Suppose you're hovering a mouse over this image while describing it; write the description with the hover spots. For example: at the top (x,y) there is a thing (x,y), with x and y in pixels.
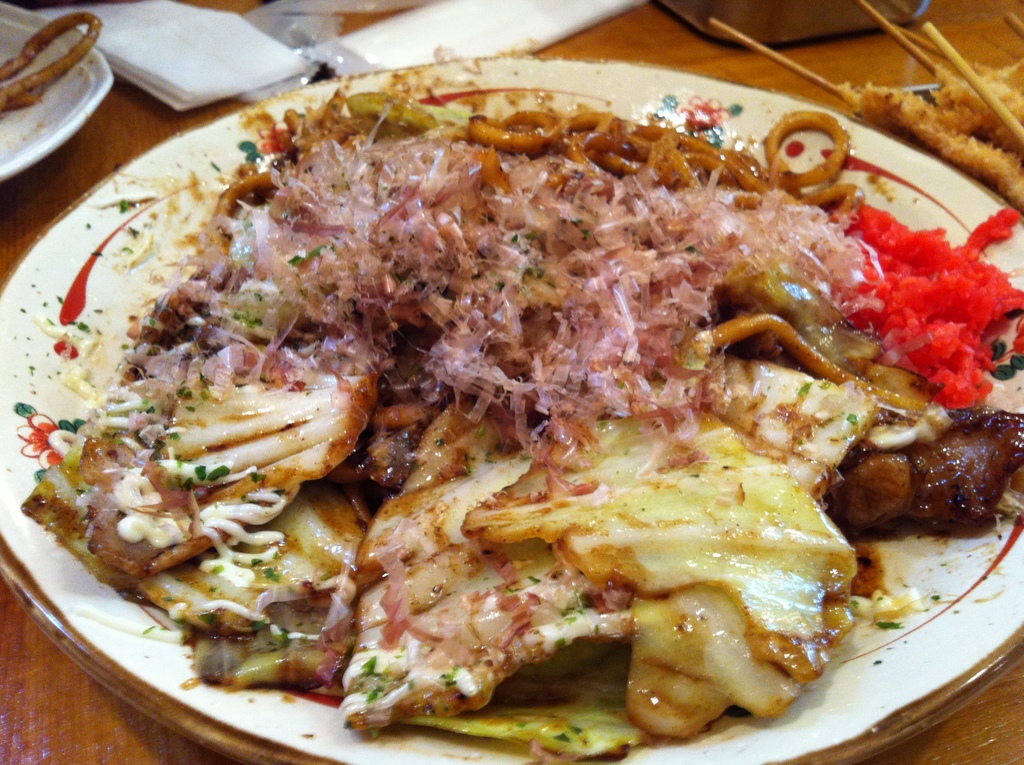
In the picture I can see some food item (323,418) kept on the white color plate (88,319) which is placed on the wooden surface (58,705). Here we can see some more food items (937,135) are placed on the right side of the image (930,112). Here we can see some tissues (232,85) and plates (36,119) on the left side of the image (87,112).
